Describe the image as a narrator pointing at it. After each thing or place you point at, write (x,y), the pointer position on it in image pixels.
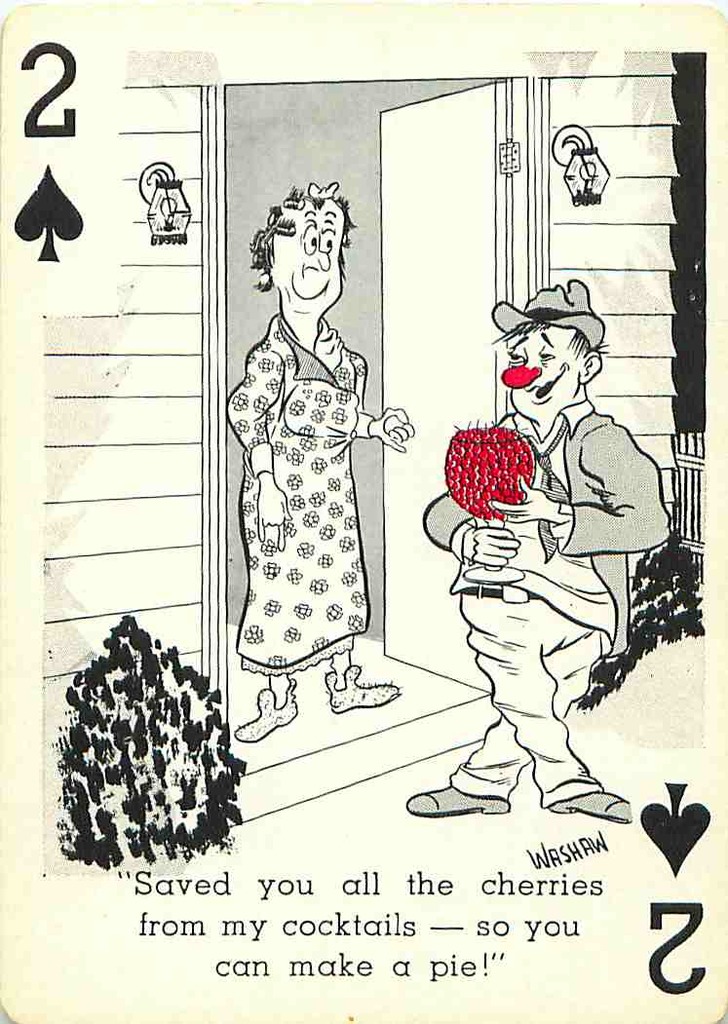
In this picture there is a image of a person (560,593) holding a glass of cherries (503,458) in his hand (507,543) and there is a woman (323,387) in front of him standing and holding a door (408,400) and there are few plants (196,732) on either sides of them and there is something written below the image.
